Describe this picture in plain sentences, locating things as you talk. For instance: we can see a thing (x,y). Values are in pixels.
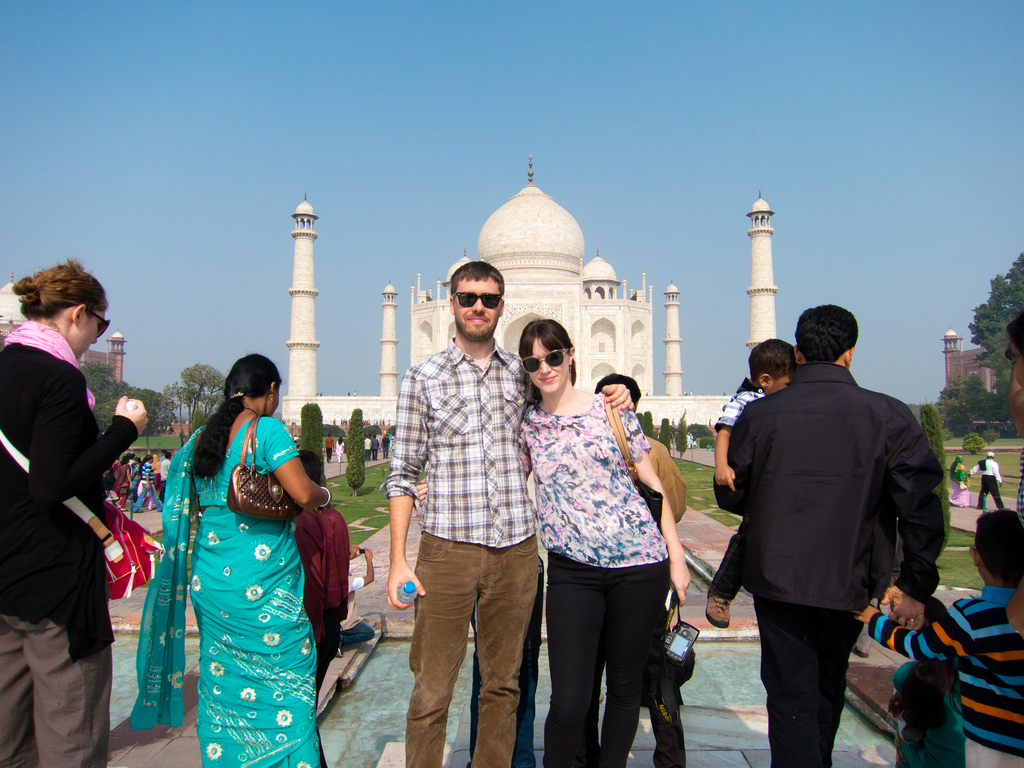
In this image I can see number of people (311,560) are standing. I can see few of them are wearing shades (549,364) and few of them are carrying bags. I can also see smile on few faces (483,311) and here I can see she is holding a camera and he is holding a bottle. In the background (515,351) I can see number of trees (986,318), few buildings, Taj Mahal (300,271) and sky (427,112).
